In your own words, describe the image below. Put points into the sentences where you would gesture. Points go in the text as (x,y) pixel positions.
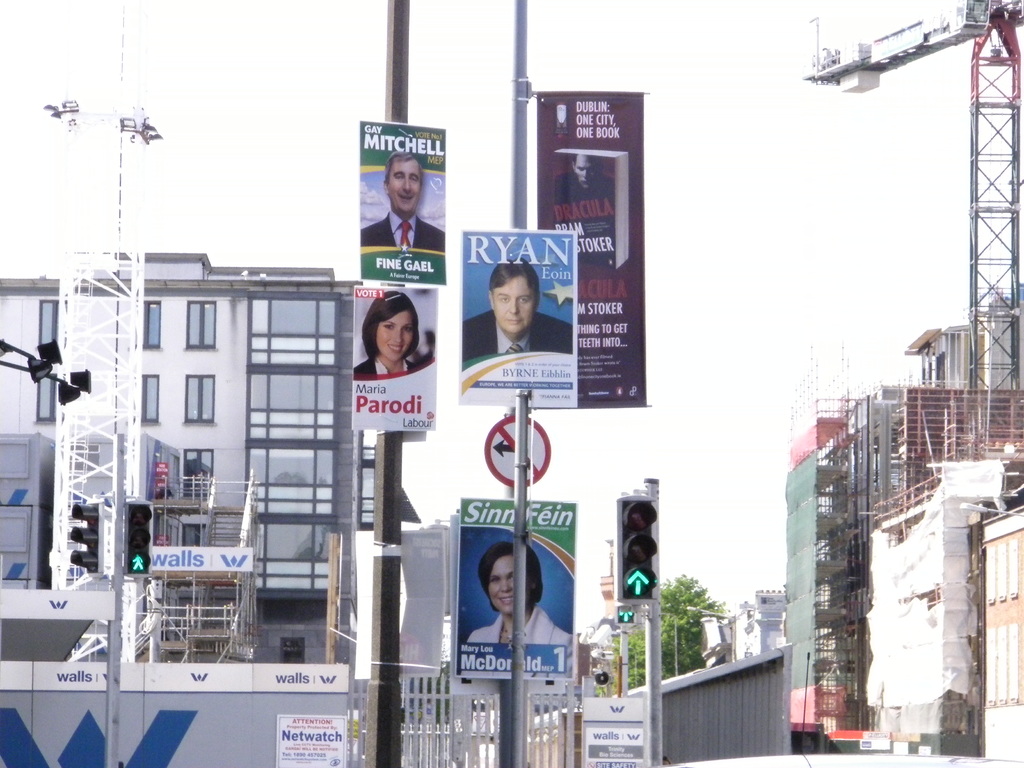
In this image, in the middle (392,501) there are two poles (388,644), on that pole (524,440) there are some posters (589,247), at the right side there is a grey color pole (649,666) on that pole (655,618) there are some black color signal lights (622,608), at the left side (132,580) there are some poles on that pole (112,581) there are some signal lights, at the background (801,686) there are some buildings (815,484) and at the top (792,189) there is a sky (771,155) which is cloudy and in white color.
